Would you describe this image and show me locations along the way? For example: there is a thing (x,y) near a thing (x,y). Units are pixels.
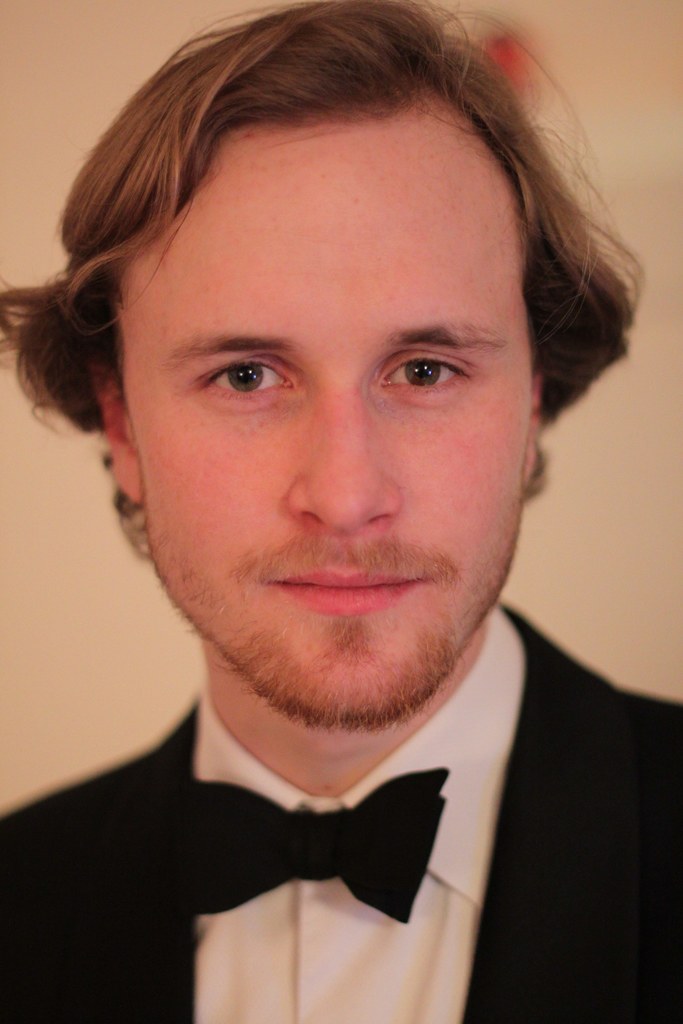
As we can see in the image in the front (333,496) there is a man (347,417) wearing black color jacket (118,867) and there is wall (665,406).
